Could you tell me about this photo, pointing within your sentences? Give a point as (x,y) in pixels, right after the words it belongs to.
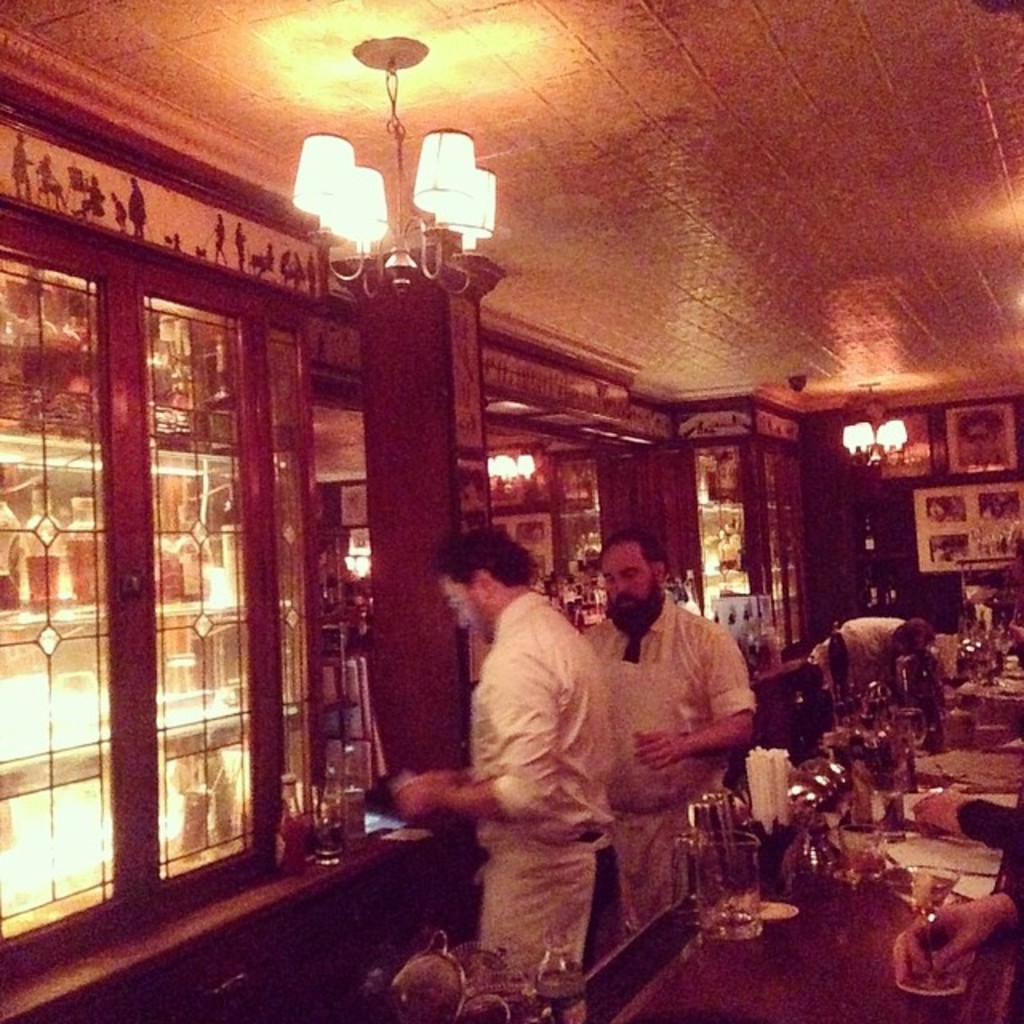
There are two persons (572,725) standing and wearing a white color dress (527,820) in the middle of this image (648,662). There are some pillars (404,537) and a window (214,614) in the background (685,513). There are some lights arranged at the top of this image (336,190). There are some glasses (820,844) and other objects (820,844) are kept on to this table (841,936) at the bottom right corner of this image (877,891). There is one person (890,659) standing on the right side of this image (893,646), and there are some persons hands (933,829) at the bottom right corner of this image (966,924).
